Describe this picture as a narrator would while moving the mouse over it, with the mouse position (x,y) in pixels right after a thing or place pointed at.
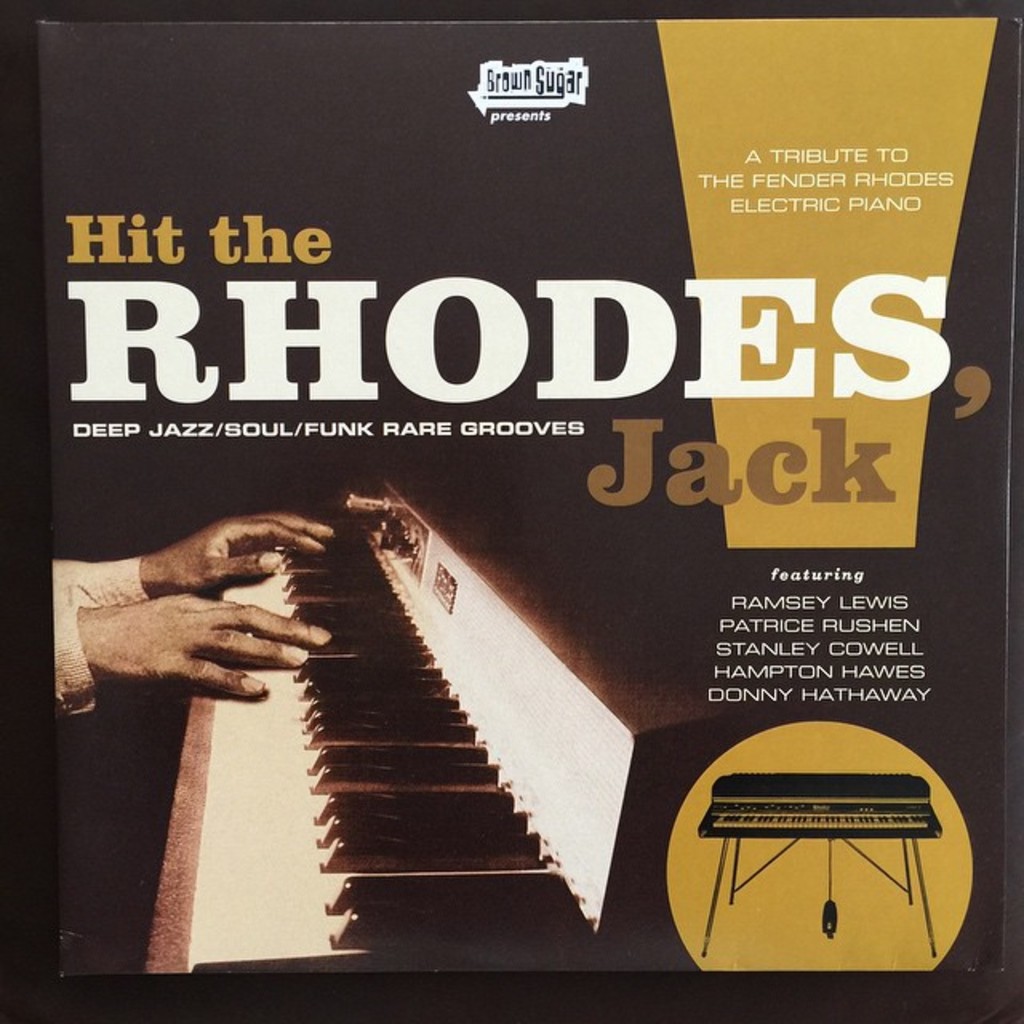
In this image there is a poster (70,423), on that poster (765,480) there is some text (819,642) and a piano (381,500), on that piano (502,924) there are hands (145,589).
